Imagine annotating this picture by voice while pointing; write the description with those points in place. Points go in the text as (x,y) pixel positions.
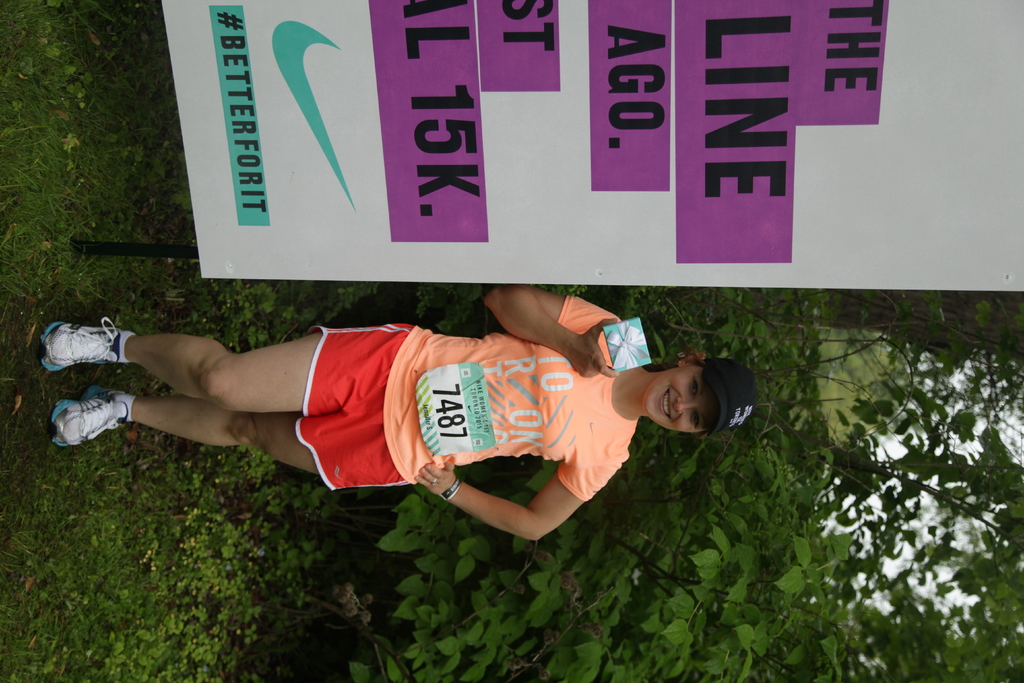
In this image we can see a woman (277,421) standing on the ground (150,464) and holding a gift wrapped box (628,343) in her hand (593,345). Beside the woman (528,337) we can see an advertisement (379,238). In the background (776,499) we can see trees (597,547) and sky (885,496).
